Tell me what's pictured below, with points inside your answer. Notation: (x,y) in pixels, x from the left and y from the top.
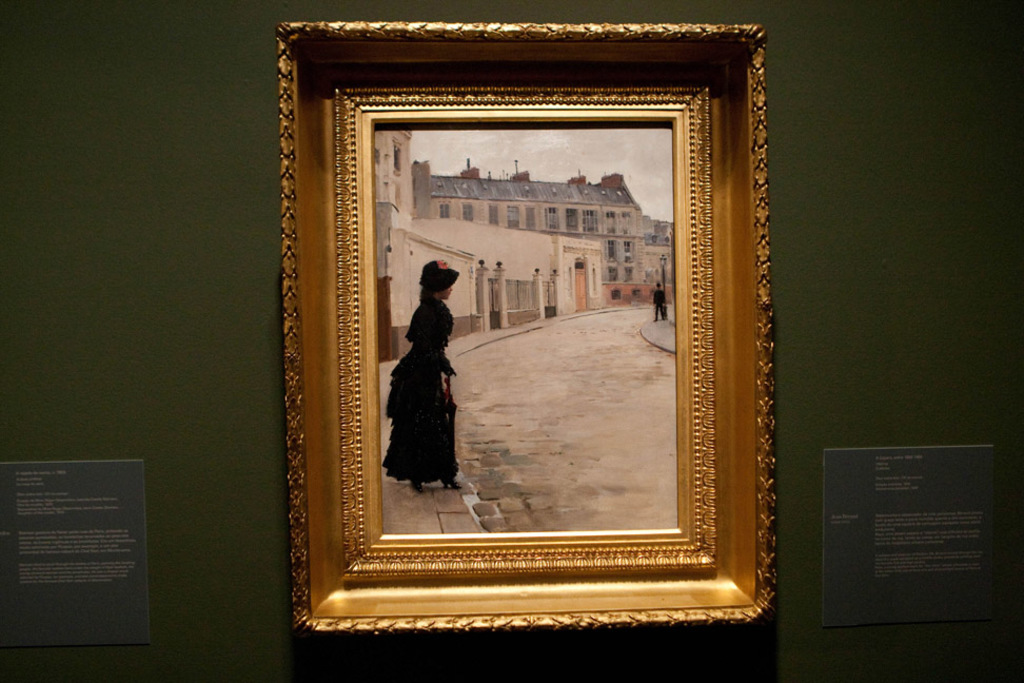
In this image, we can see a frame (293,429) and some boards (871,463) are on the wall (827,201). On the frame (452,334), we can see some people (431,315), buildings (505,234) and poles (500,268). At the bottom (545,456), there is a road (492,409).
